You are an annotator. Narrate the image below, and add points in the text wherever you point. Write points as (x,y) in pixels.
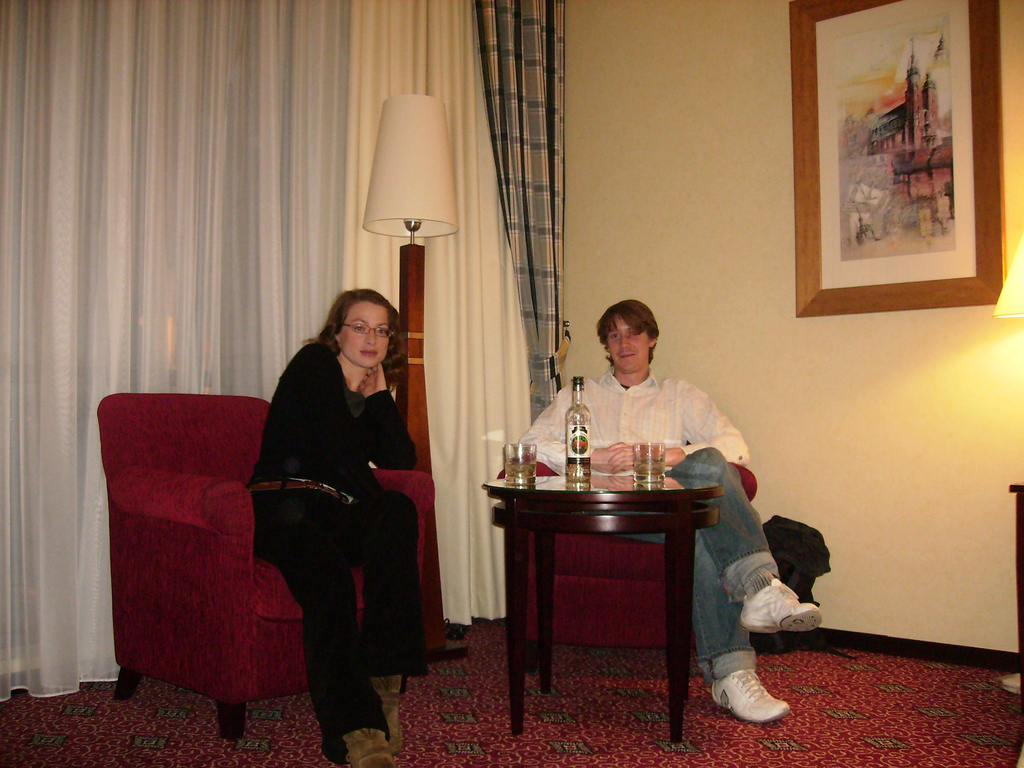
As we can see in the image there are two people (354,463) sitting on sofa (215,459). In front of them there is a table (565,495). On table (583,487) there are glasses (640,473) and a bottle (585,465) and there is a lamp (418,184) over here, a white color curtain (278,140) and yellow color wall (706,149).
